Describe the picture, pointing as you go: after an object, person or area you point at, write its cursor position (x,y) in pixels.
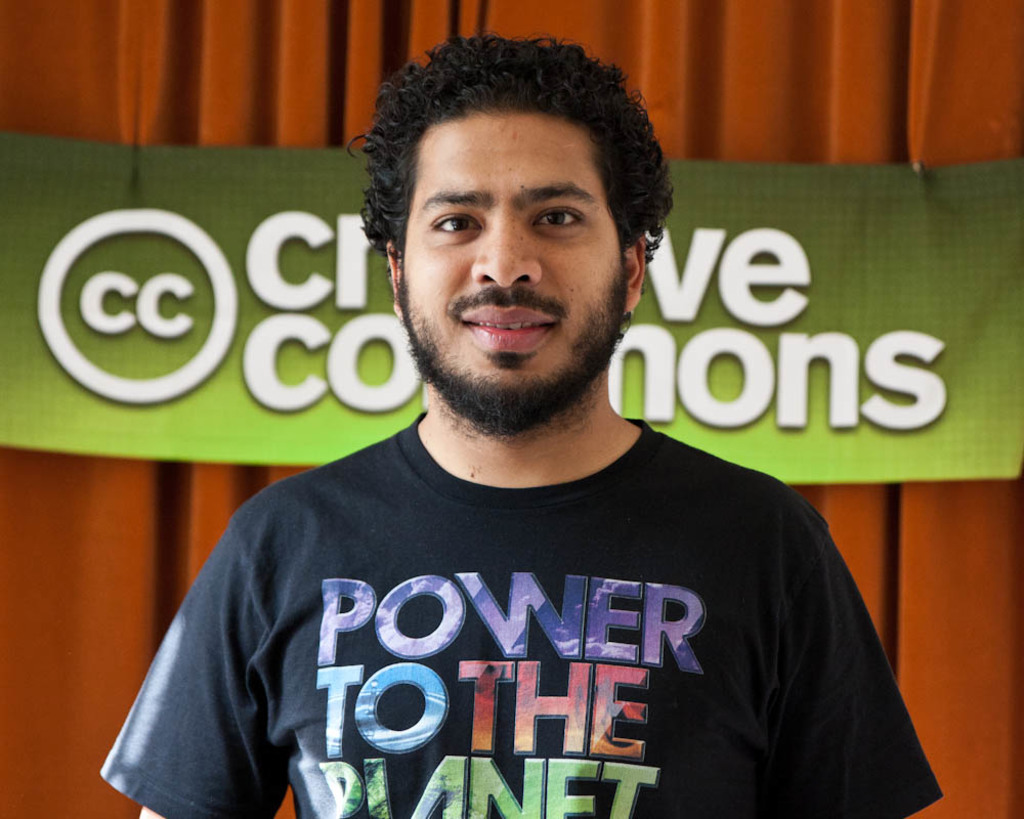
Here I can see a man (429,605) wearing a t-shirt (512,568), smiling and giving pose for the picture. In the background (852,87) there is a curtain (760,67) and also I can see a green color banner (929,343) on which I can see some text (745,371).
